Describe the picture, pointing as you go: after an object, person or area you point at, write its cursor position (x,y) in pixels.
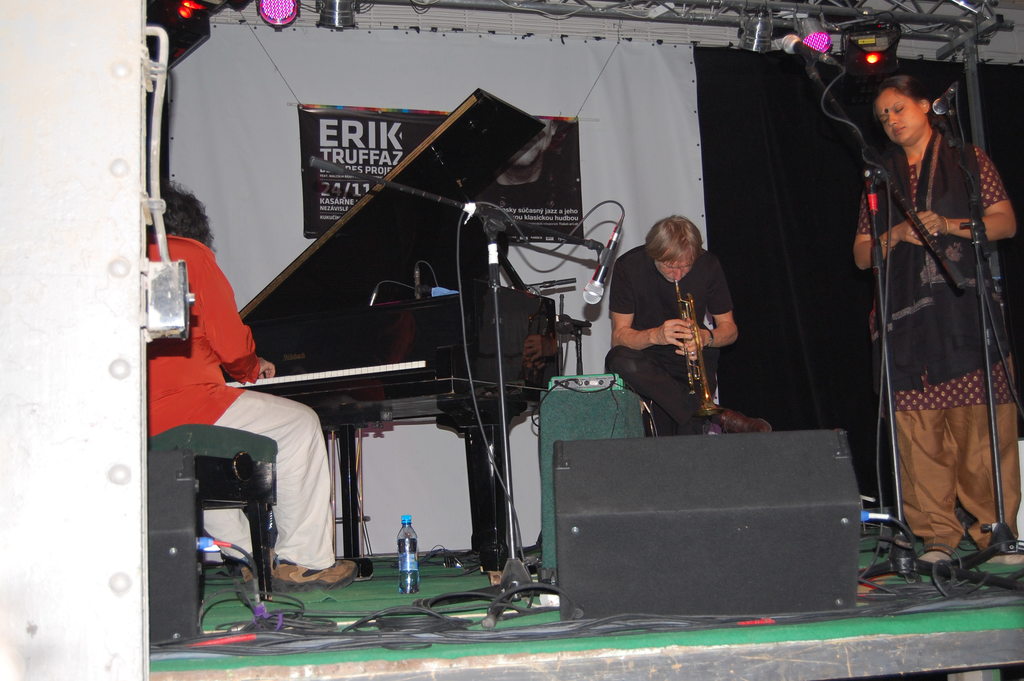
In the image there were three people (906,331) in the left (193,358) he is playing key board (261,315). And in the center (662,337) he is playing trumpet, and the right corner (916,297) one lady (934,289) she is listening the music. Here there is microphone (593,299) and some musical instruments (442,300) and water bottle (409,538).
